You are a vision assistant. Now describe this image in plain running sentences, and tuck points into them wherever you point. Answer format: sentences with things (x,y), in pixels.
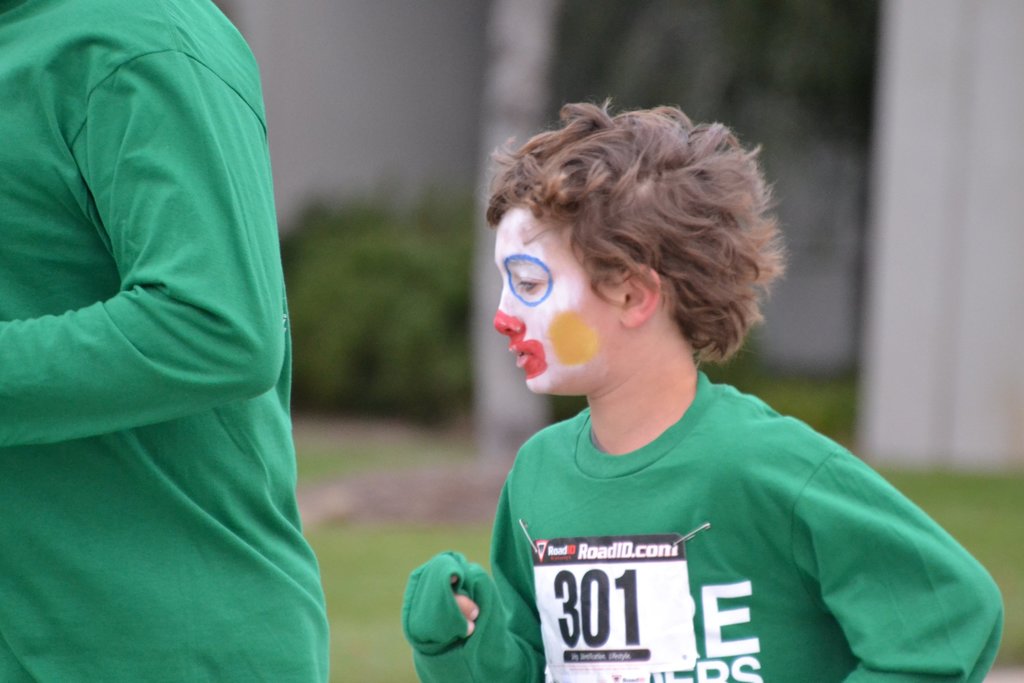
There is a child (603,625) wearing a chest number (611,634). And have painting (557,300) on the face (560,288). Near to him there is another person (172,255). In the background (421,120) it is blurred.
